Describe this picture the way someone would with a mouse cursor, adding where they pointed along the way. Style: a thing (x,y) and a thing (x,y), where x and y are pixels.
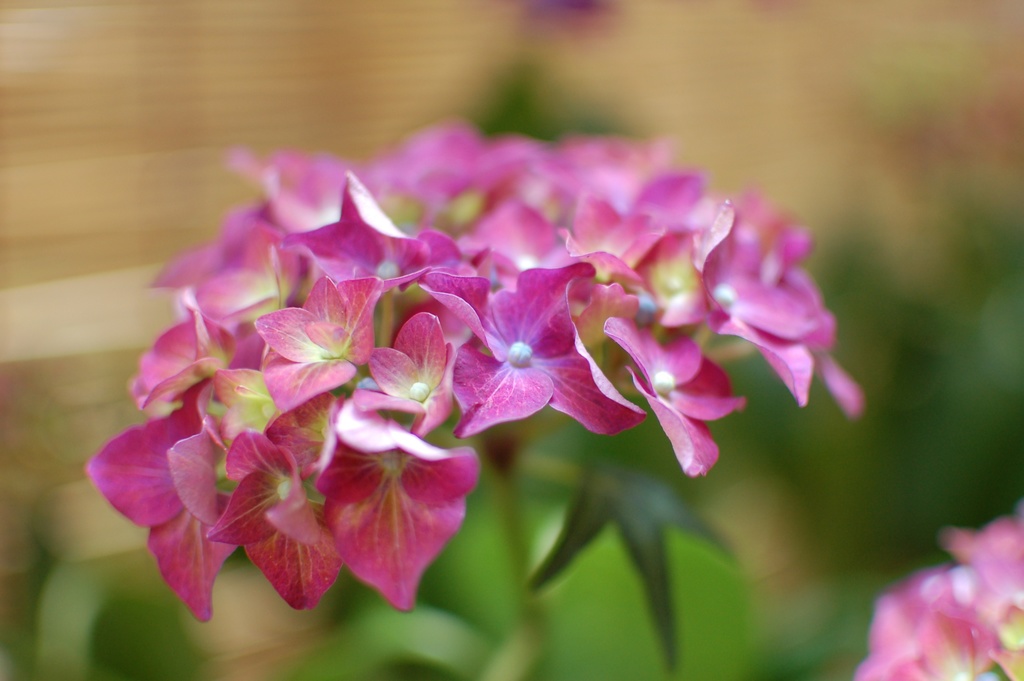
In this image we can see pink color flowers (511,335) with blur background (5,35).
